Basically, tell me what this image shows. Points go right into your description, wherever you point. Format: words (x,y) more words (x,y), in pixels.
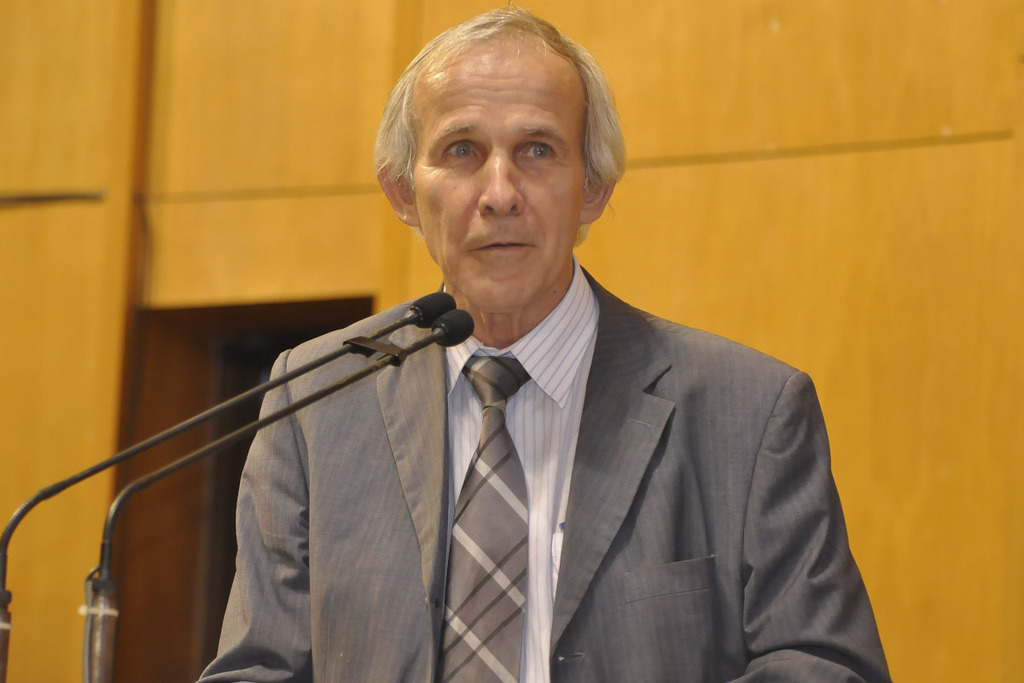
There is a man (510,499) wore tie (511,500), in front of this man (485,419) we can see microphones (61,486), behind this man (338,341) we can see wall (809,163).
